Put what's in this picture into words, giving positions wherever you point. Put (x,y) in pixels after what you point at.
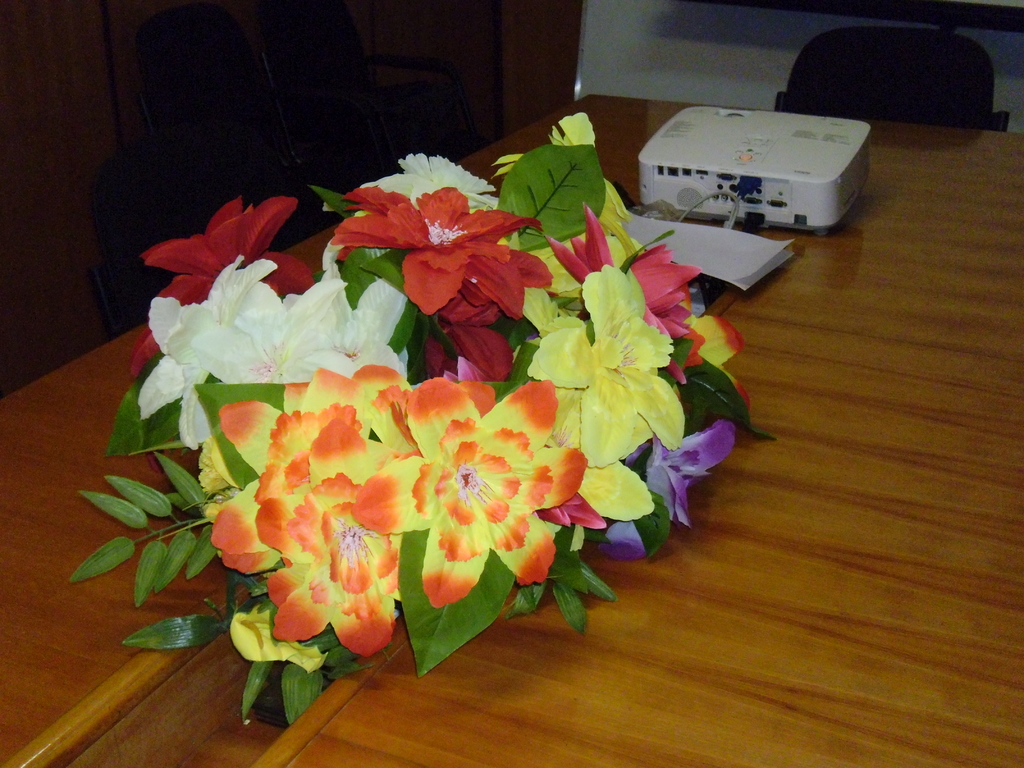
In this picture I can see flowers (271,564), leaves (204,549), papers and a projector (702,124) on the table (224,749), and in the background (341,90) there are chairs (341,90) and some other objects (717,79).
